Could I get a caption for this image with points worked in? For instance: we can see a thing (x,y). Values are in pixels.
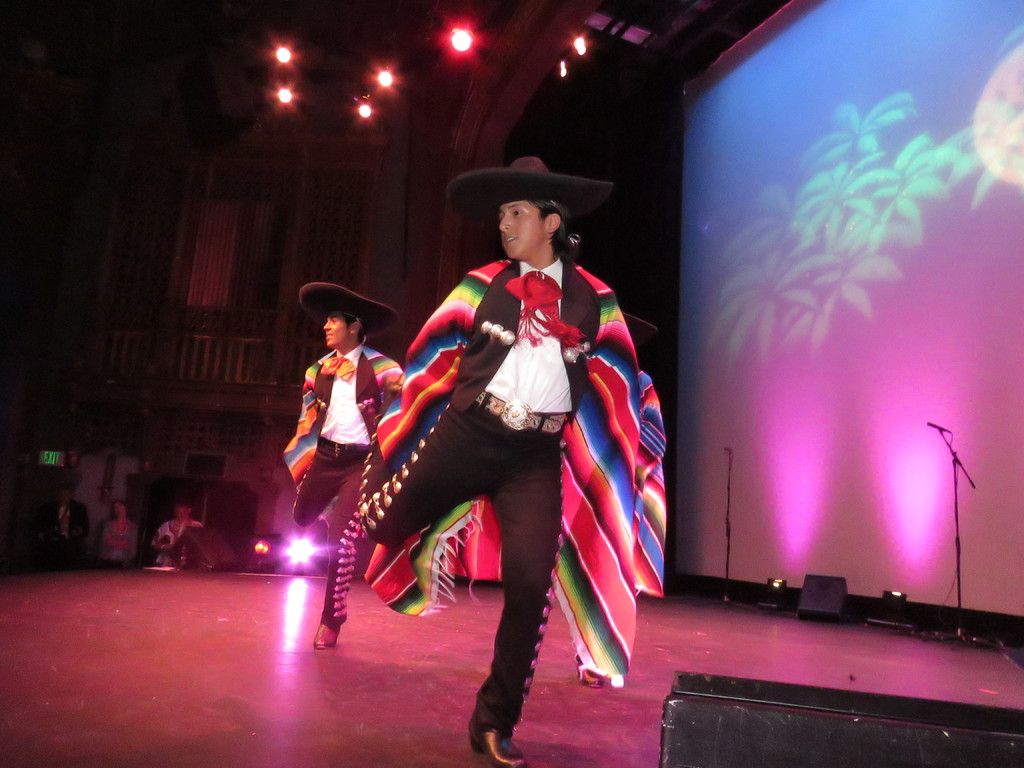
In the middle of this image (353,361), there are two persons (582,178) wearing caps (582,178) and dancing on a stage (292,656), on which, there are lights (295,536), stands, a speaker (781,739) and other objects (1012,750). In the background (584,38), there are lights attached to the roof (442,45) and there is a screen (852,219).
